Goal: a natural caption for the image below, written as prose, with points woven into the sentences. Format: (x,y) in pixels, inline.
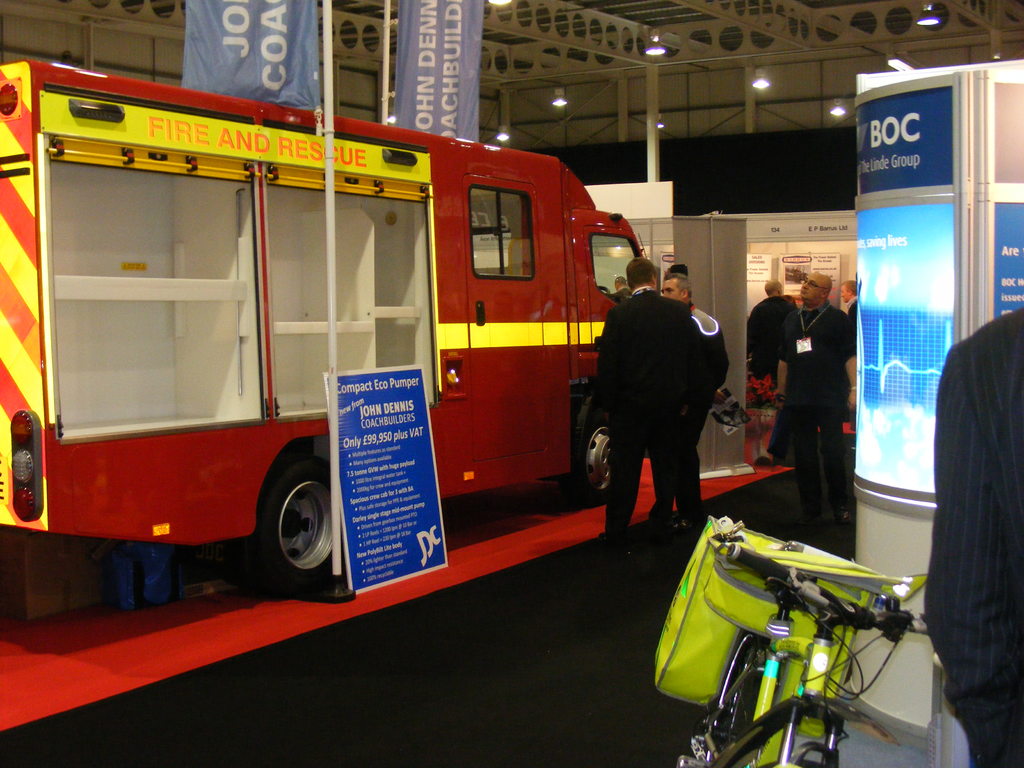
In this picture I can see a fire engine (402,329) and a board (397,392) on the left side (296,277), in the middle (646,353) there are group of people (688,381). On the right side (858,252) there are boards (902,313) with the lights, at the bottom (730,645) I can see a cycle (798,631). At the top (763,89) there are ceiling lights (756,80) and the banners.
